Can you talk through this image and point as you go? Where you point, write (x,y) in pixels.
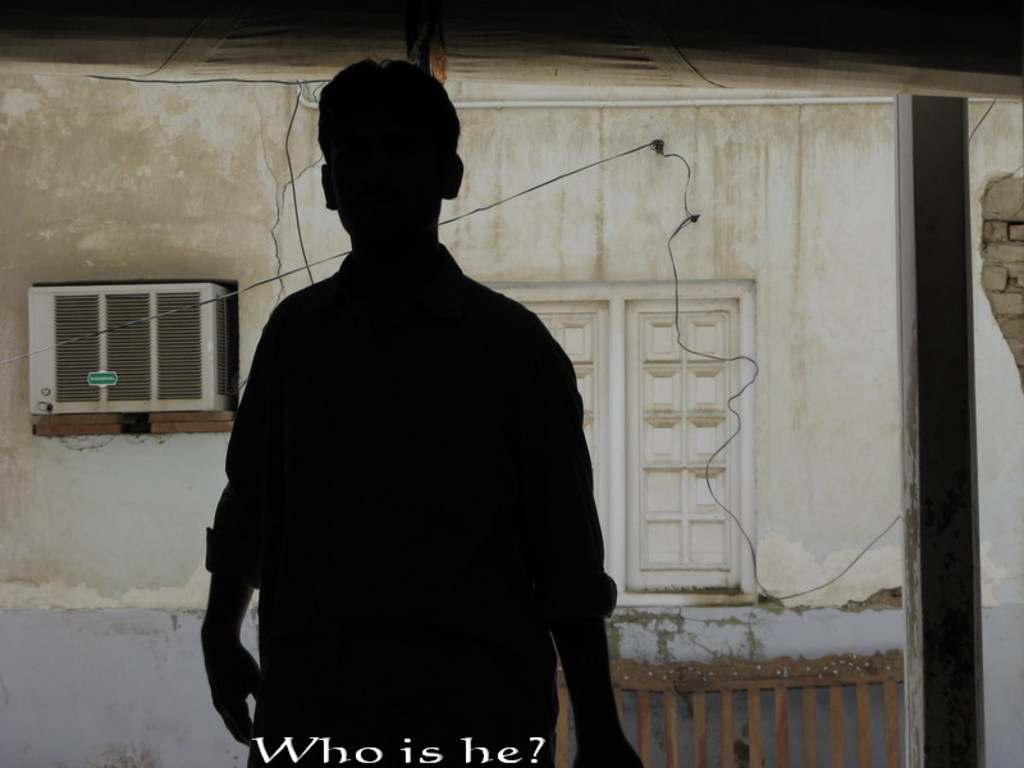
In this image we can see a person (559,496) is standing and he is in the dark, that's why we are unable to see his face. On the left side of the image (198,395) we can see air conditioner (99,377). On the right side of the image (737,487) we can see a window (724,455).
